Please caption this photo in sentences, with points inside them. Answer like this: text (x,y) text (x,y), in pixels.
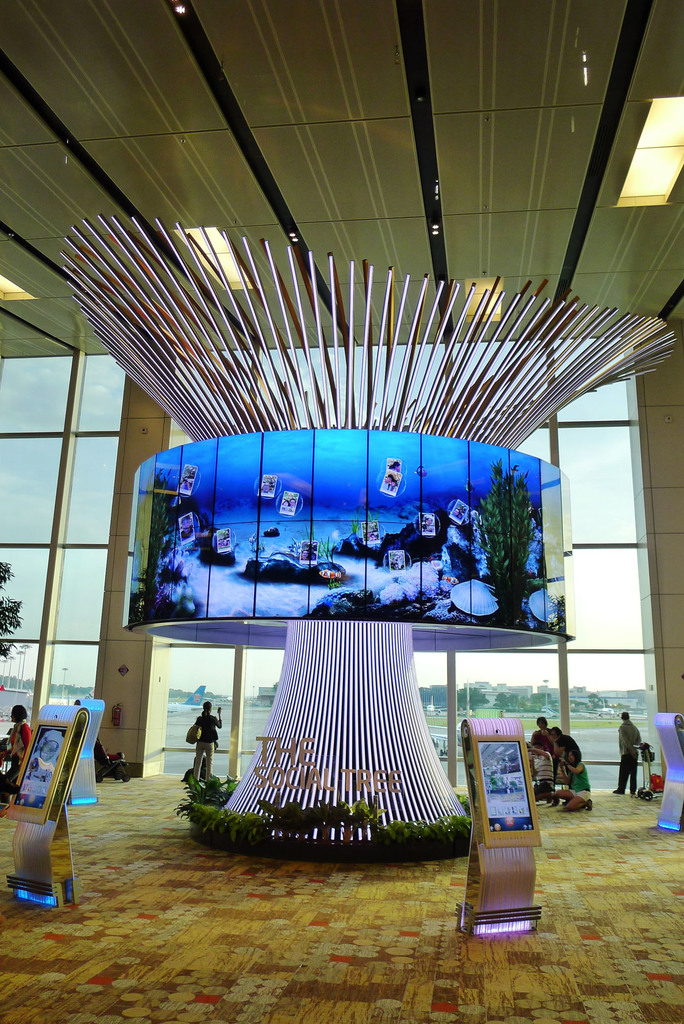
Middle of the image (442,455) we can see an architecture (304,756) with display (301,562). We can see an information boards (53,783), people (636,768), glass windows (484,665), art (405,736) and ceiling lights (206,264). Through that glass windows (182,684) we can see a plane (181,703), trees (183,695) and sky (585,526).
